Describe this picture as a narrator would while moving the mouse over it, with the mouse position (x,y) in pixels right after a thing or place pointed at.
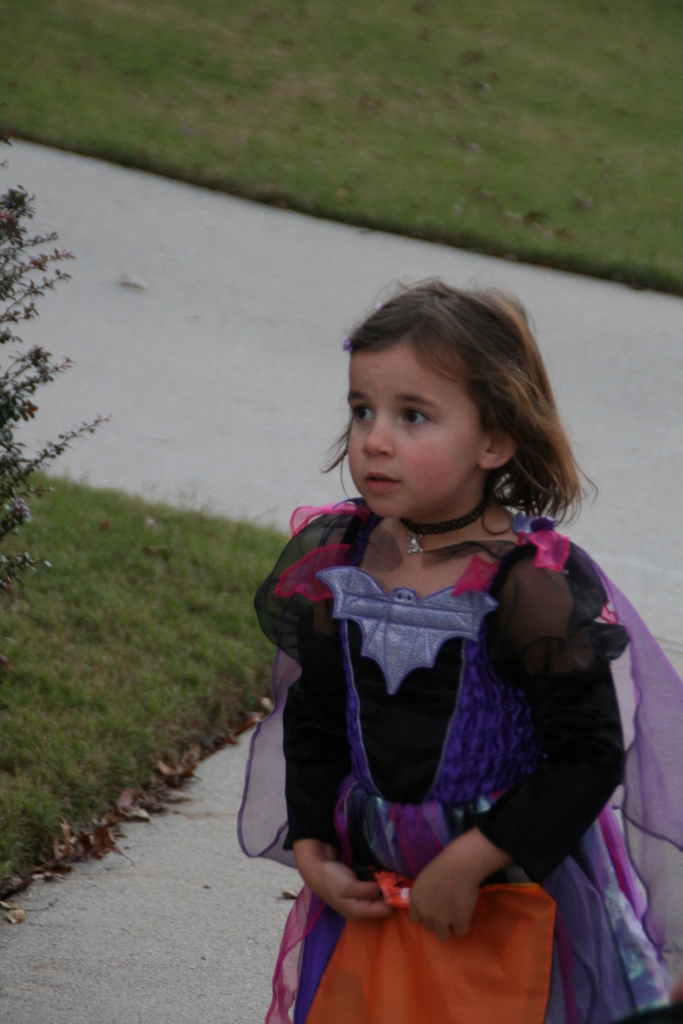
In this image there is one kid (395,685) standing on the right side of this image (502,678) there is one plant (43,368) on the left side of this image (45,341) and there is a walkway (180,353) in middle of this image (258,343), and there are some grass (108,571) on the left side of this image (105,624) and on the top of this image (416,78) as well.
